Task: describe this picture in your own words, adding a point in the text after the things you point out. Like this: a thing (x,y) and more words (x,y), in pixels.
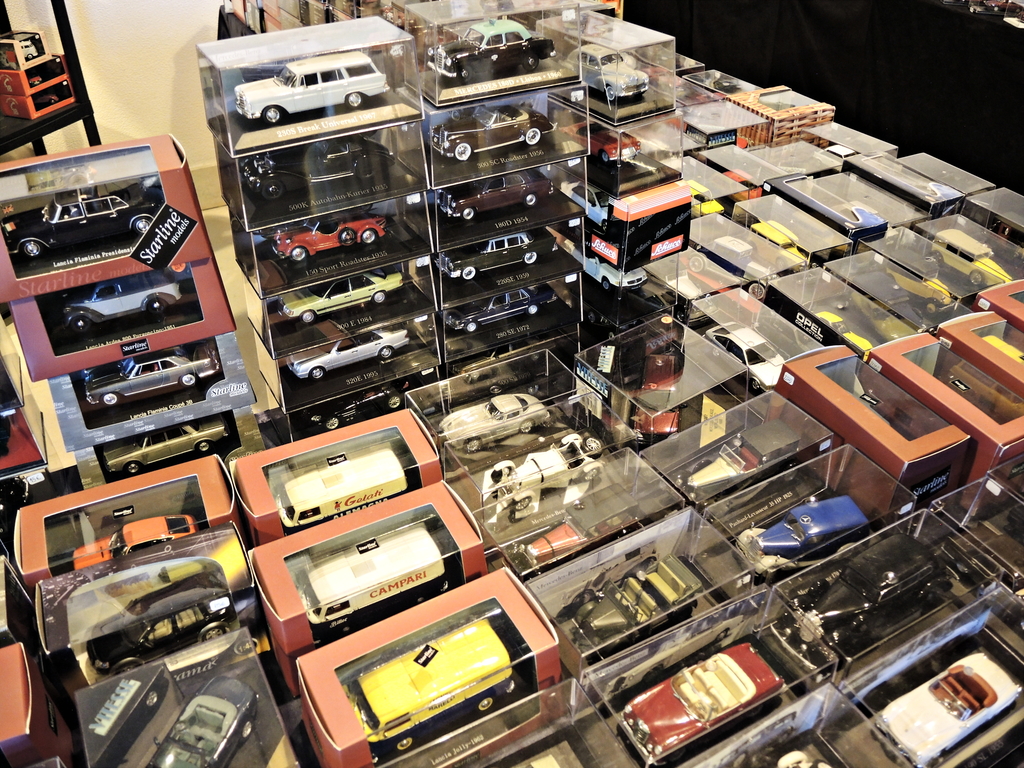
There are toys (802,523) in the cardboard boxes (906,467) in this image.
